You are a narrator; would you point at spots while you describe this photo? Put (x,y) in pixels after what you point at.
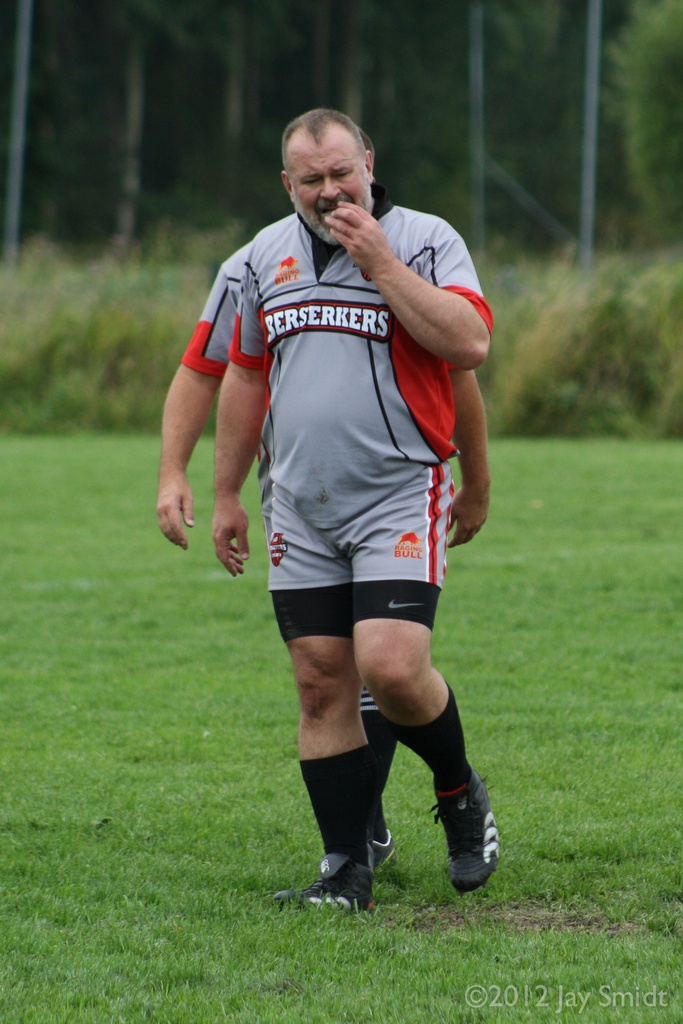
In this image I can see there are two persons (272,514) walking on the ground (62,755), in the background (109,103) I can see trees (225,106) and grass (96,259).
